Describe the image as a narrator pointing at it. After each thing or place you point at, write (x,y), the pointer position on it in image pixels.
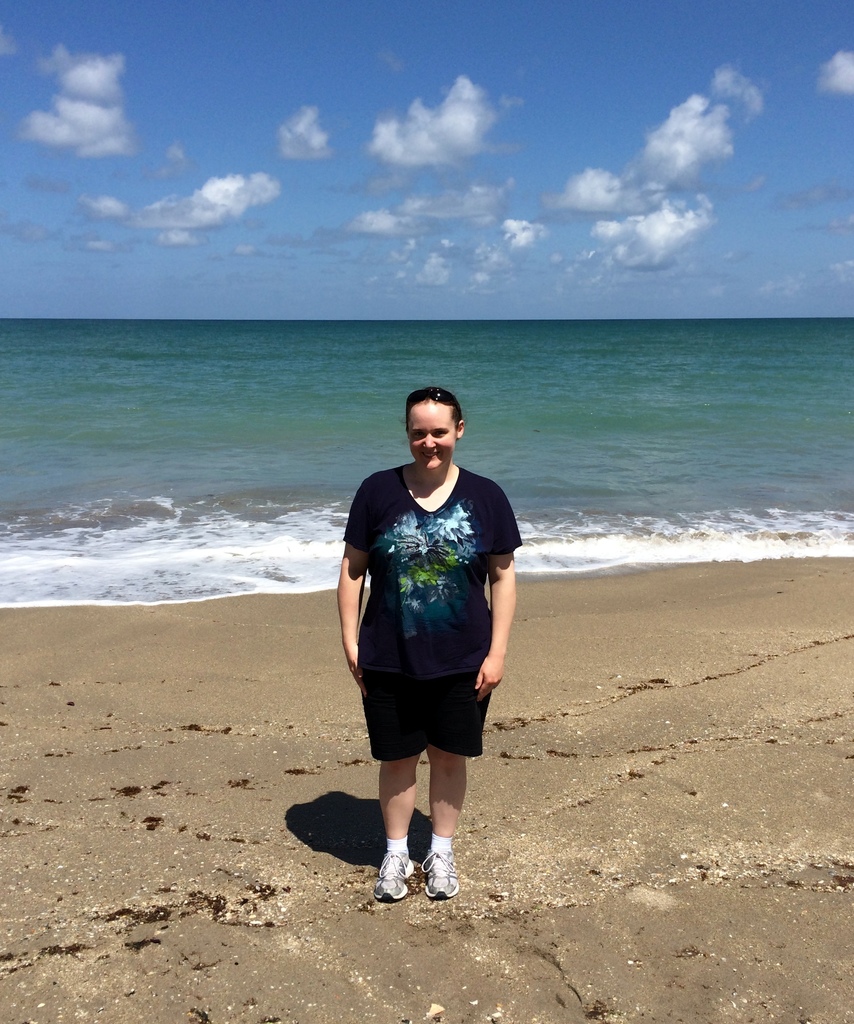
In this image, we can see a person (500,567) standing and wearing clothes (440,588) in the beach (489,714). There are some clouds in the sky (427,107).
